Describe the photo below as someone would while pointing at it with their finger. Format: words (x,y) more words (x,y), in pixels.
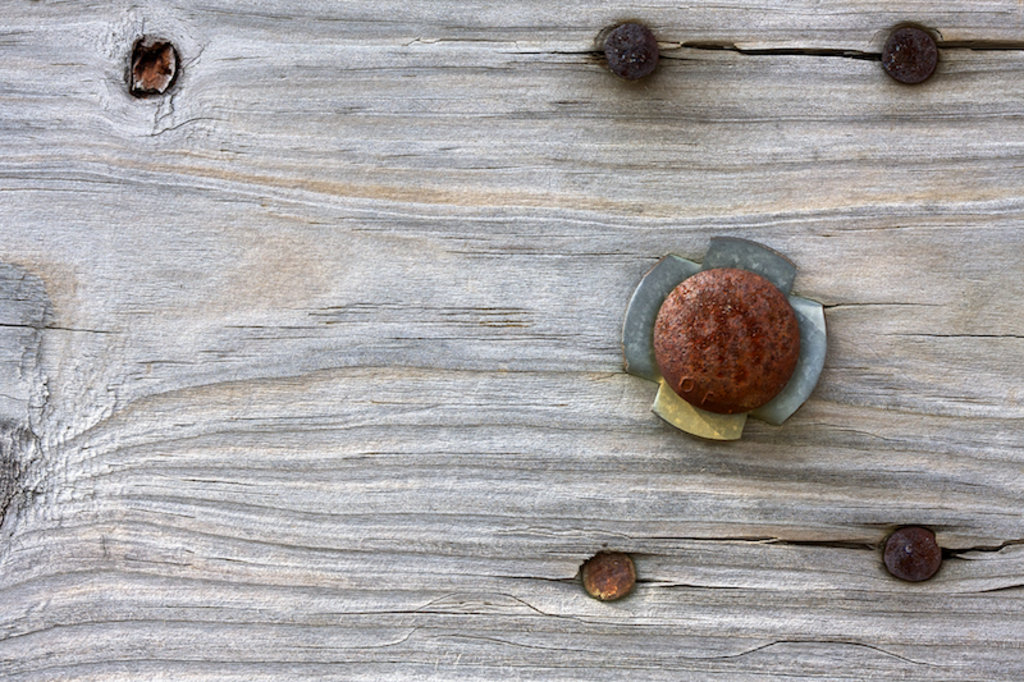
In the image on the wooden surface (518,117) there are nails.
